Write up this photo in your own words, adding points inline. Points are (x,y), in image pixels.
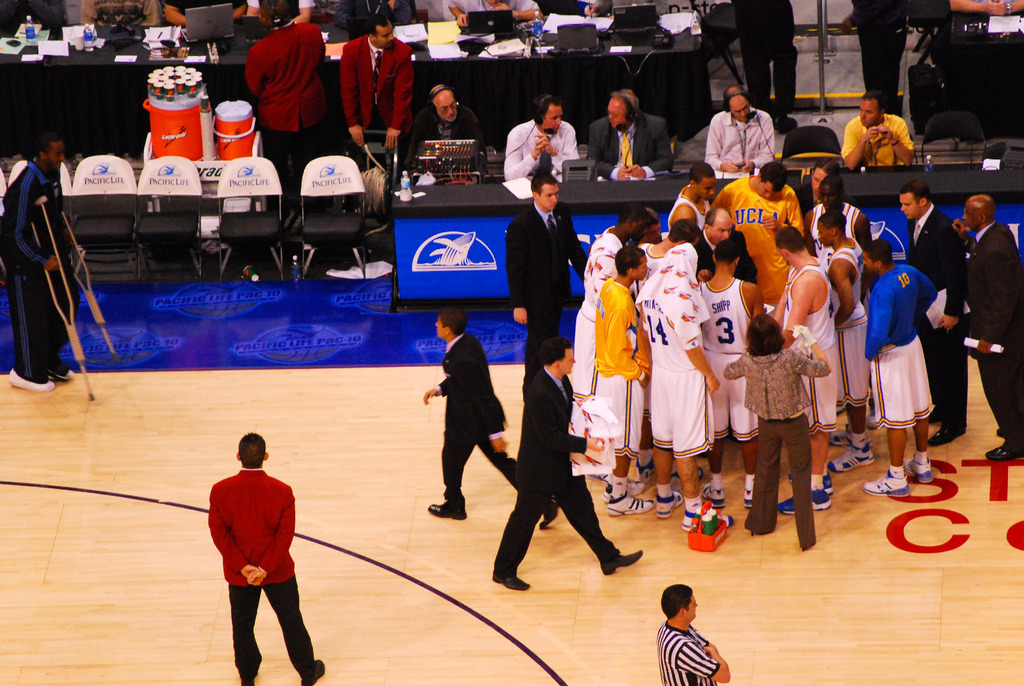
In this image I can see number of people (546,215) where few are sitting on chairs (119,188) and rest all are standing. I can also see few water bottles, few water coolers (234,105), white colour papers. I can also see something is written at many places.
